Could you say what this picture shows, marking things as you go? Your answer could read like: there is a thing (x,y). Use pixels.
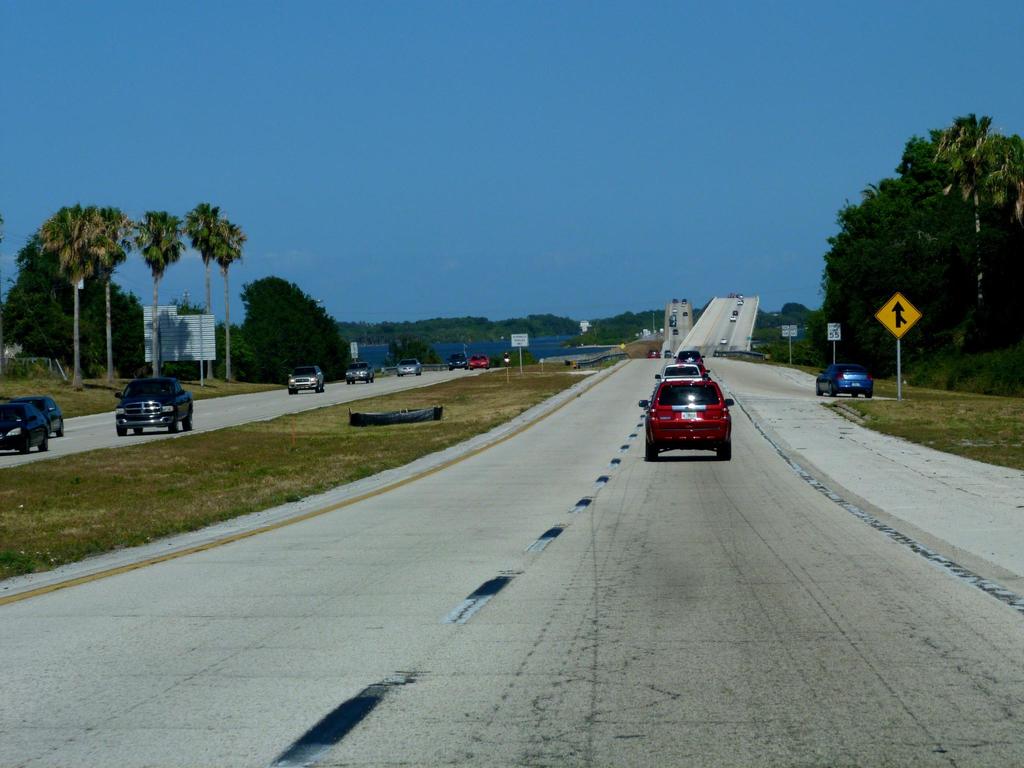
In this image we can see vehicles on the road (839,436), there are sign boards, trees (83,344), plants (1007,453), also we can see the river (562,342) and the sky (590,189).
